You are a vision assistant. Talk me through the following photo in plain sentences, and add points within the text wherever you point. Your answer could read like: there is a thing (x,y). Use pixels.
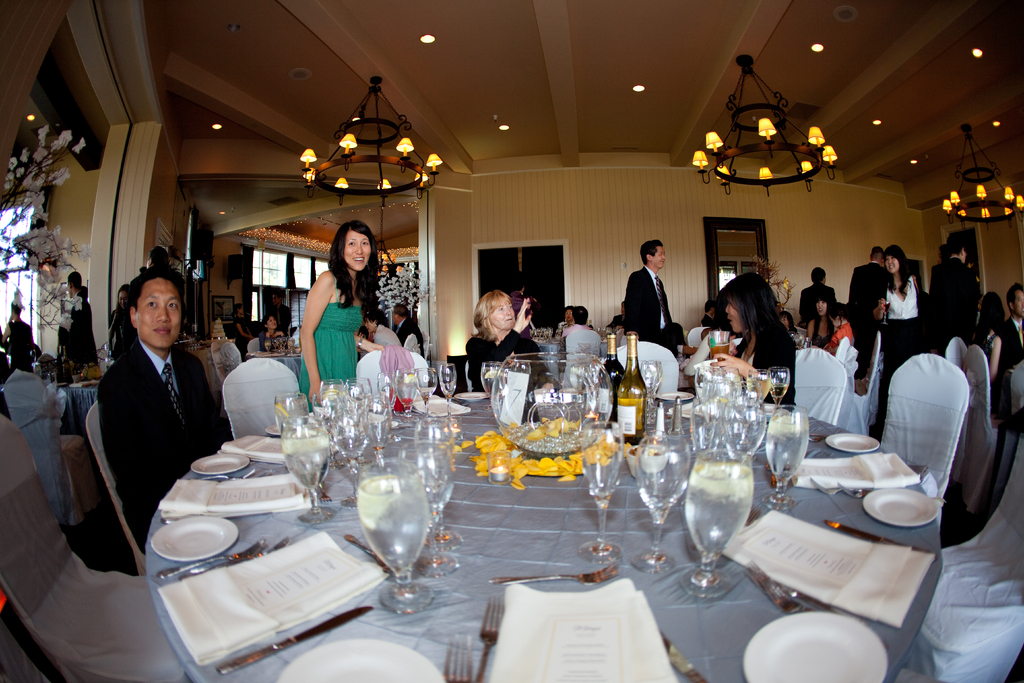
It seems to be the image is inside the room (456,347). In the image there are group of people (755,355) sitting on chair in front of a table (544,519), on table (557,525) we can see plate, paper (571,633), tissues (230,596), fork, knife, bottle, wine glass (611,560) and there are group of people (936,286) standing on top (718,8) there is a roof (439,117) with few lights (692,161) in background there is a door (534,264) which is closed and a mirror (727,259).
